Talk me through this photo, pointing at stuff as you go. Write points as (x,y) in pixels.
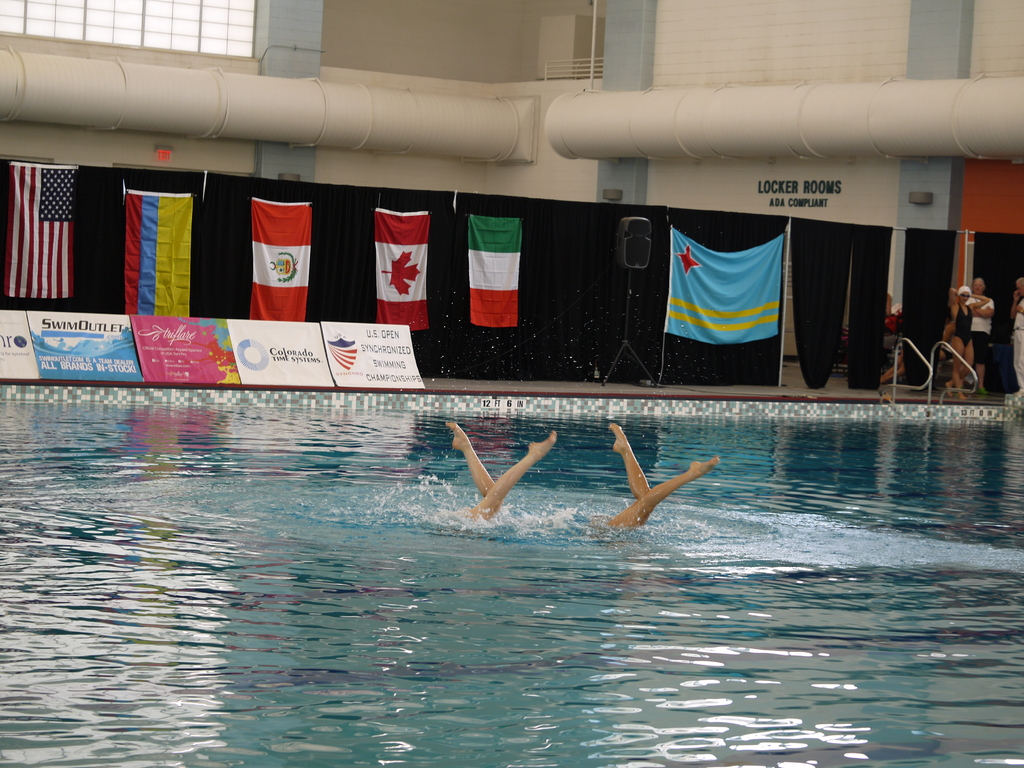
In this picture we can see two people (485,485) in the water (581,494) and we can see the only person's legs (486,496). Behind the people (626,509) there are boards (204,346), flags (754,300) a speaker (636,249) on the stand (626,343) and some people (976,335) are standing. Behind the flags (500,268) there are black curtains (616,285) and a wall (419,36) with pipes (569,114).
